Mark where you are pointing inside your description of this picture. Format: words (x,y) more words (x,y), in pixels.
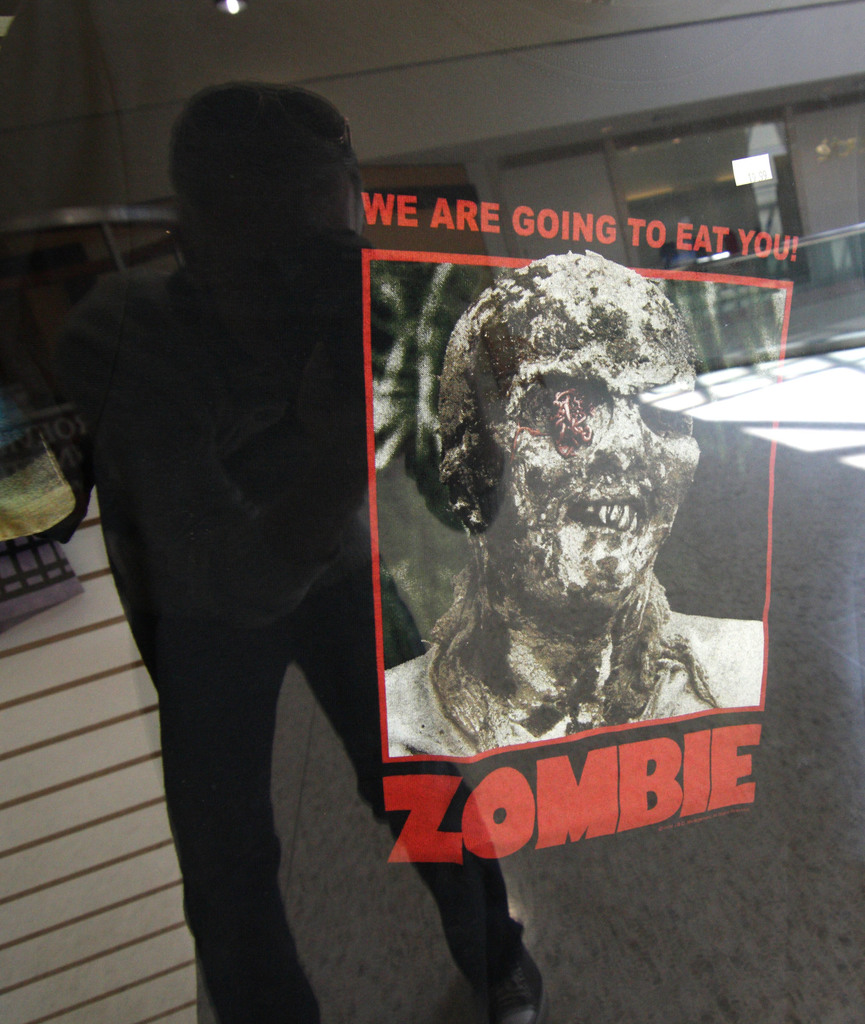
In this picture there is a person (291,457) standing in front of the mirror (652,877). There is a picture (553,723) of a person (594,679) and there is a text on the mirror (681,898). There is a wall (50,693) and there is a handrail (834,254) behind the mirror (150,27). At the top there is a light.
